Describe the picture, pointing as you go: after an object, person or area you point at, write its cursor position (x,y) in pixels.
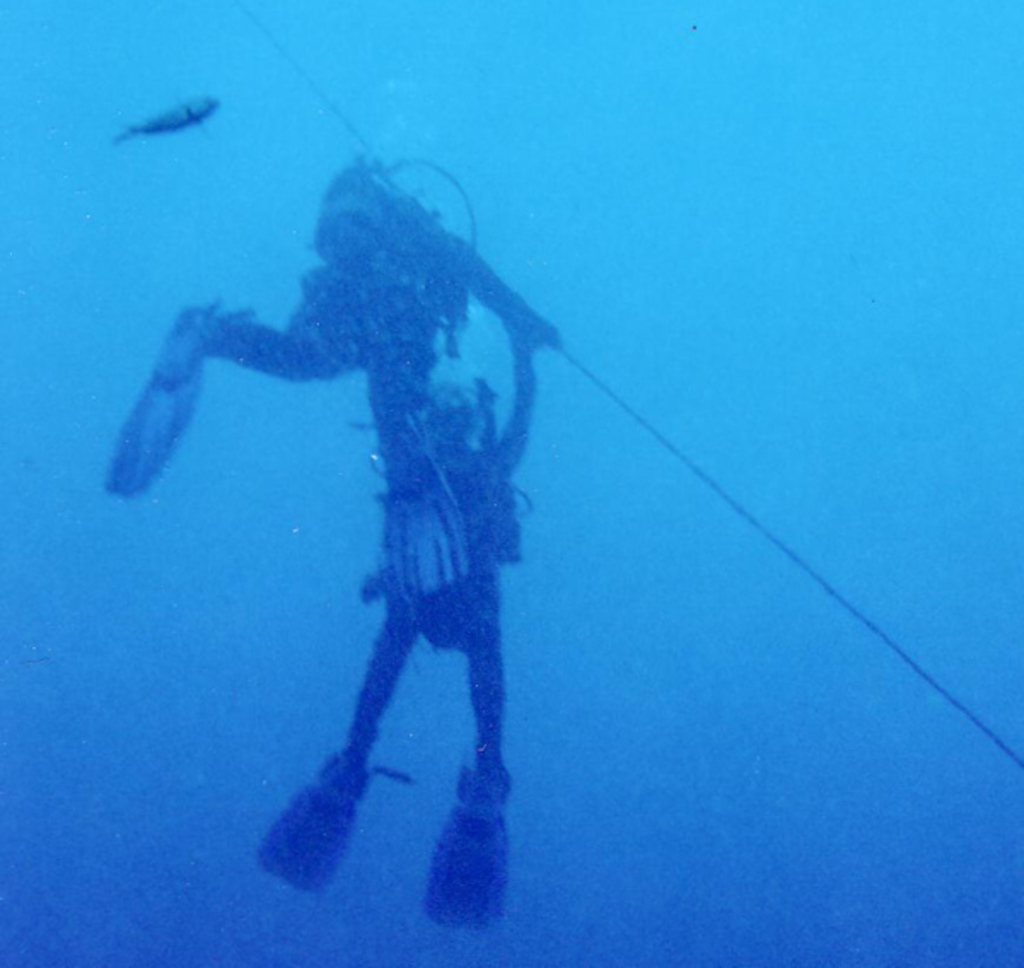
In this picture we can see a person (334,218) wore swimming pads (175,380) with a oxygen cylinder (379,243) at the back (383,255) of him and a fish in the water (248,176).
